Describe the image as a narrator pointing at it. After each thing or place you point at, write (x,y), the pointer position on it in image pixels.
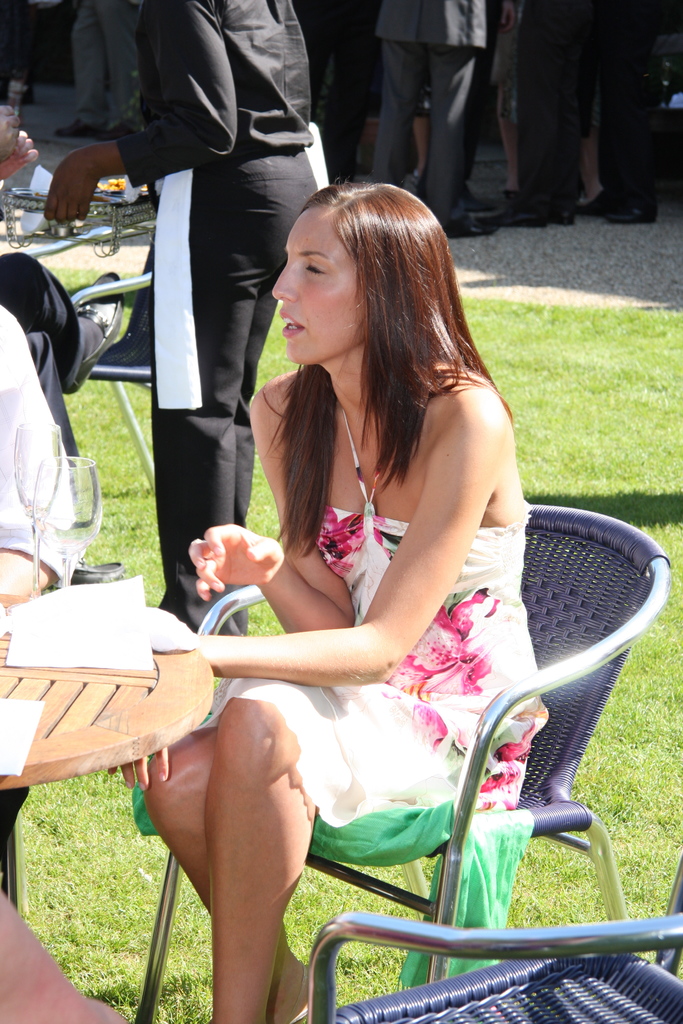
There is a woman (384,690) sitting in a chair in the lawn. There is a table (83,738) in front of her. On the table (87,730) there is a paper (84,637) and glasses (65,504). There is a waiter (197,342) serving behind her on the another table (73,239). And there are some people (391,107) in the background (442,94) who are doing something there, all are wearing shoes (516,209). The woman (419,310) is having a long hair (401,343).
